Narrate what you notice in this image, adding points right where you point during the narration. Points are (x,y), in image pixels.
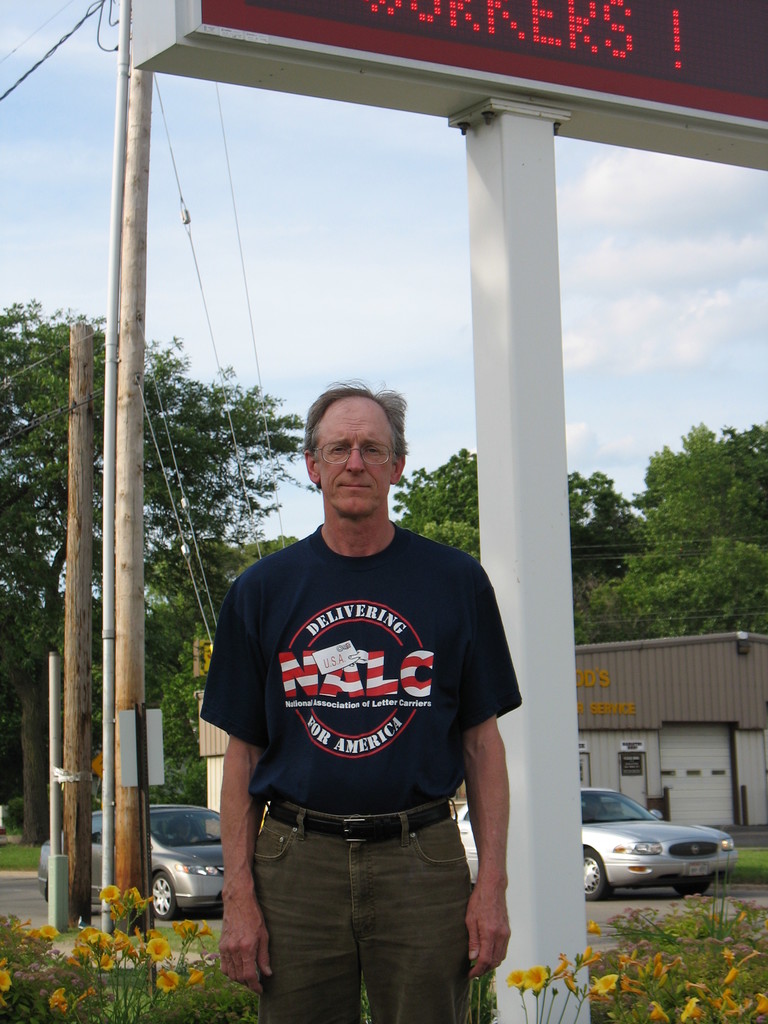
In this image, a person (370,754) is standing and wearing glasses (374,451). At the bottom (527,1016), we can see flowers (62,996), plants (591,972), few vehicles (731,846) are on the road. Background (557,736) there are few poles (85,743), pillars (543,676), trees (20,607), shed (613,756), poster (628,761), board (127,780), wire (251,515). Top of the image (361,288), there is a cloudy sky (575,278) and hoarding (377,41). Here we can see a digital screen (530,32).
